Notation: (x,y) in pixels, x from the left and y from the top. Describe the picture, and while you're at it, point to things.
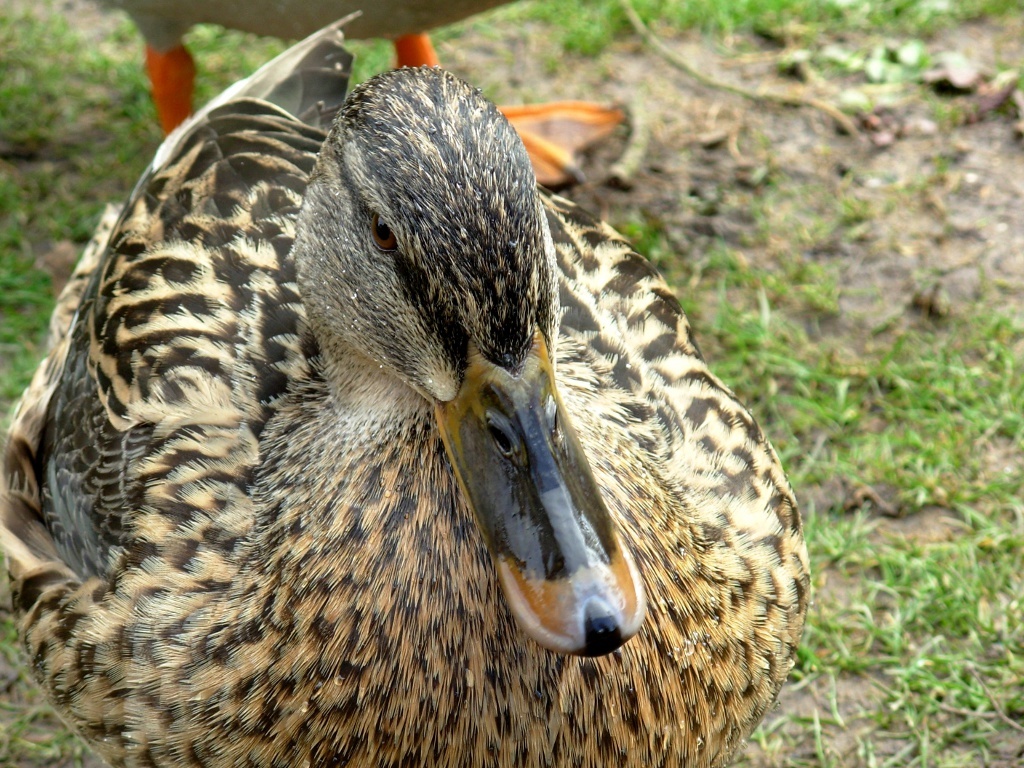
In this image I can see grass ground (50,113) and on it I can see two ducks (506,258).
